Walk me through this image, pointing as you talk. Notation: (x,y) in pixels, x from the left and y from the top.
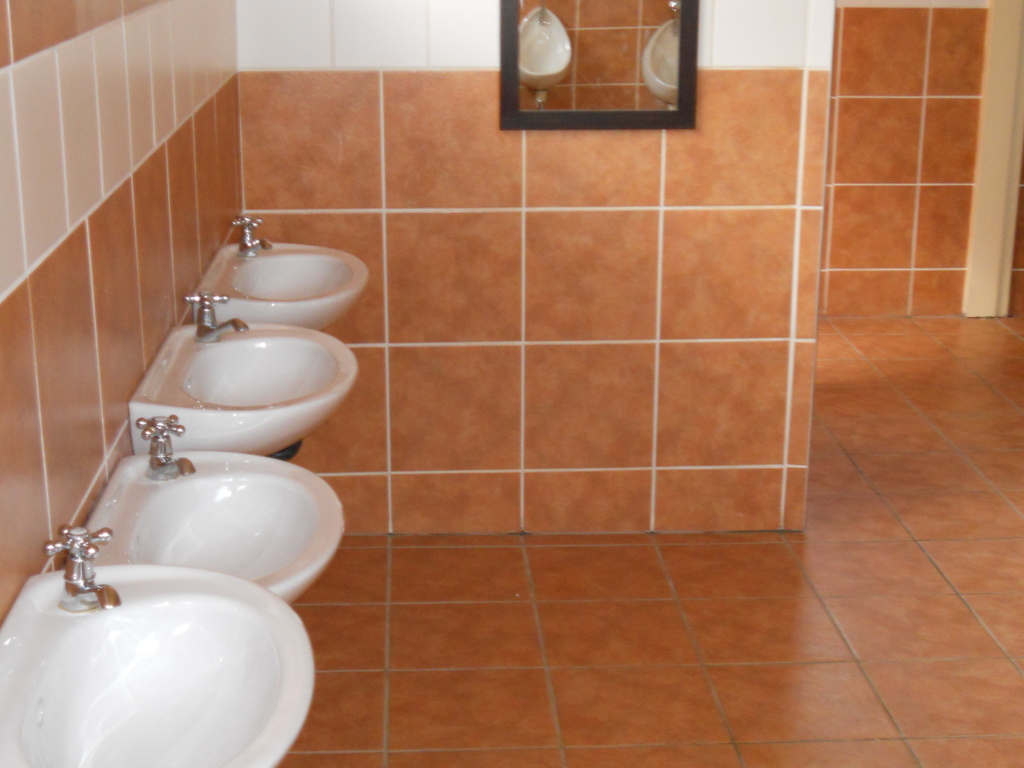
In this picture we can see some washbasins (206,480) and a mirror (567,57) to the wall (567,188).
